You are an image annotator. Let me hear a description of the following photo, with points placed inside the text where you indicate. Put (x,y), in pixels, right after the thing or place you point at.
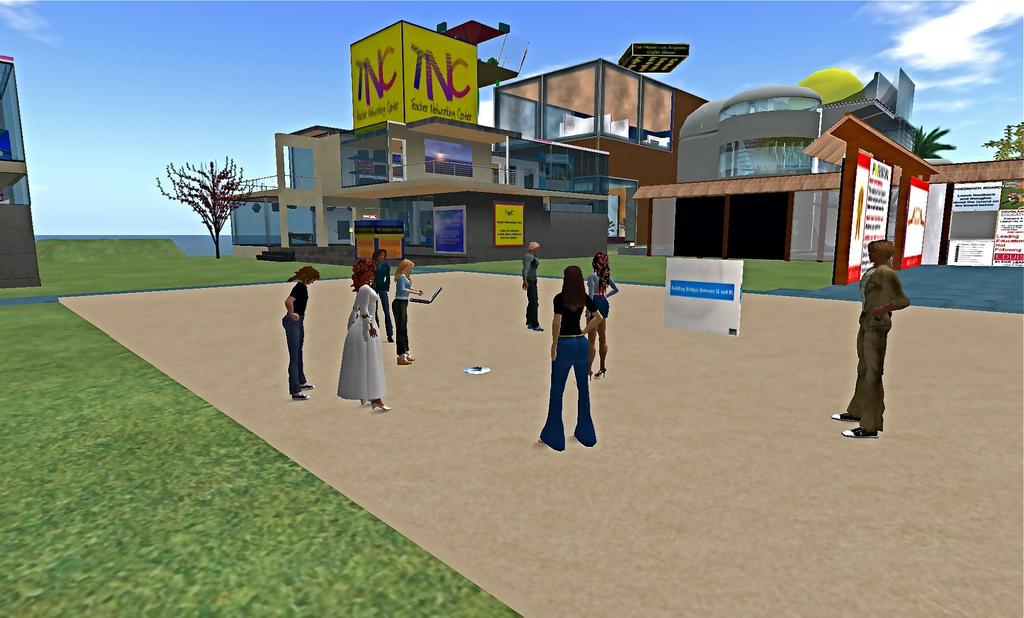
This is an animated picture. In the center of the picture (363,320) there are depictions of humans (557,391) and there is grass (137,402). In the center of the background (757,132) there are buildings (542,198), trees (180,193). On the right (961,217) there are boards (973,210) and tree (1013,148). On the left (6,168) there is a building (20,212).
